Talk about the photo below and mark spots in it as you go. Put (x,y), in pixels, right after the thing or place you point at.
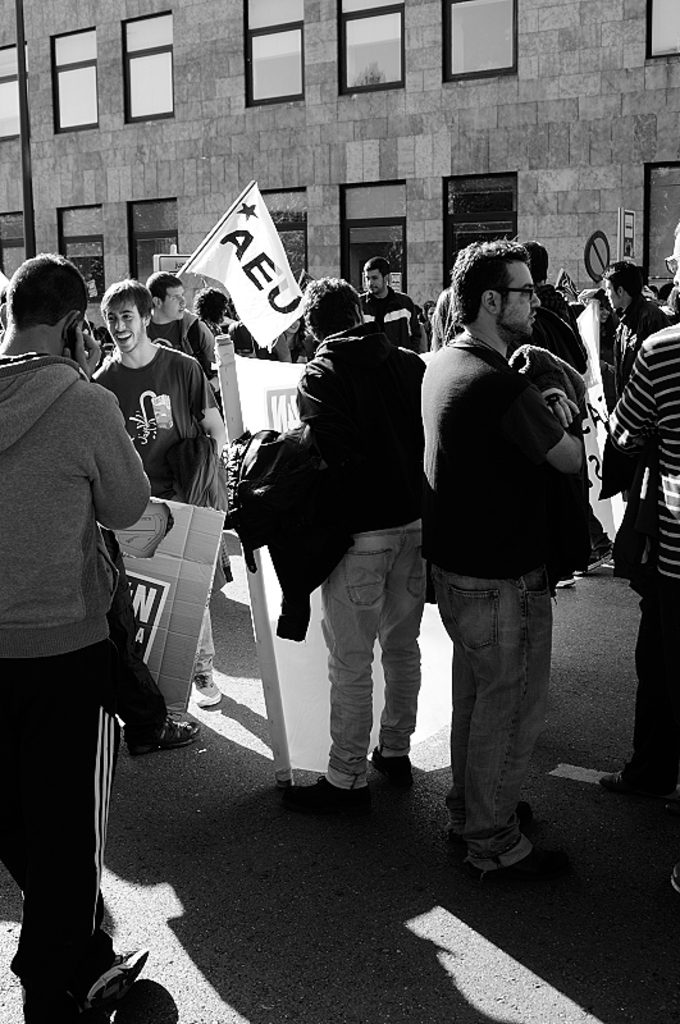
In this image I can see the black and white picture in which I can see few persons (408,424) are standing and holding flags (268,579) and boards (180,562) in their hands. In the background (315,177) I can see a building (315,107) and few windows (264,95) of the building (322,194).
